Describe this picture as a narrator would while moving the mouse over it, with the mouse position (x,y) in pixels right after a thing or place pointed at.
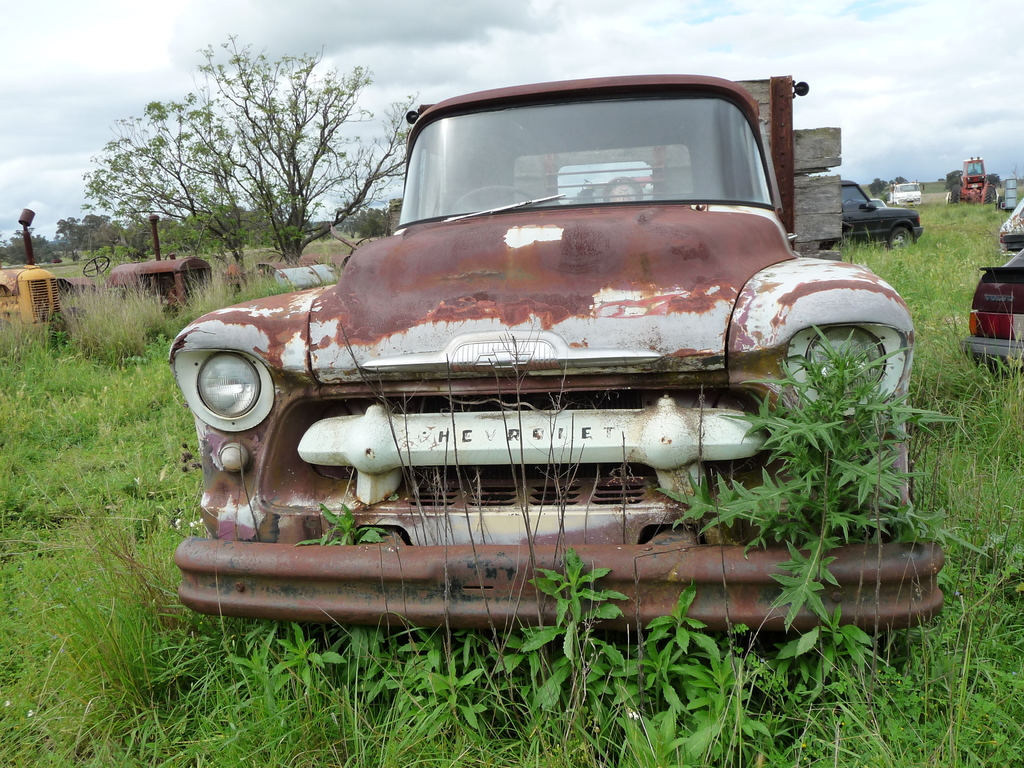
In this image I can see an open grass ground (179,740) and on it I can see number of vehicles (410,313). In the background (924,135) I can see number of trees (98,248), clouds (996,98) and the sky (437,46).
